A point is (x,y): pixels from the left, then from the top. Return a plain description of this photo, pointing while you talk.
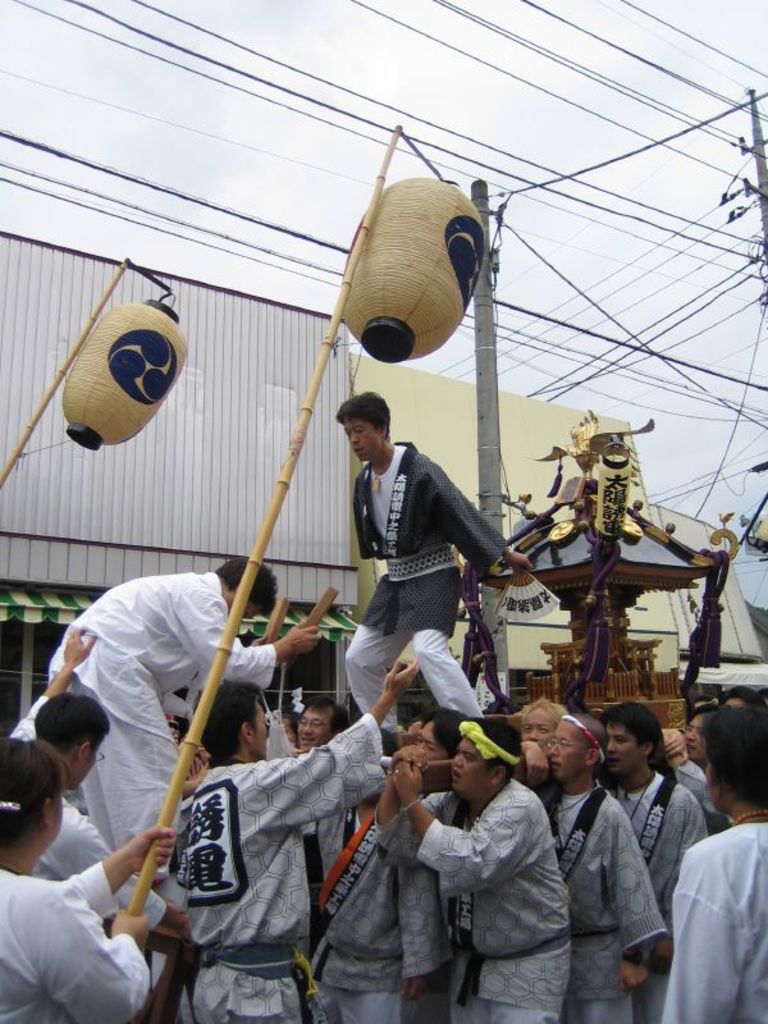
In this image I see number of people (358,772) who are wearing same dress (342,765) and I see that there are 2 sticks (50,391) on which there are Chinese lanterns (408,237) and I see a thing (589,480) over here and I see the wires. In the background (478,172) I see the sky (498,115).
